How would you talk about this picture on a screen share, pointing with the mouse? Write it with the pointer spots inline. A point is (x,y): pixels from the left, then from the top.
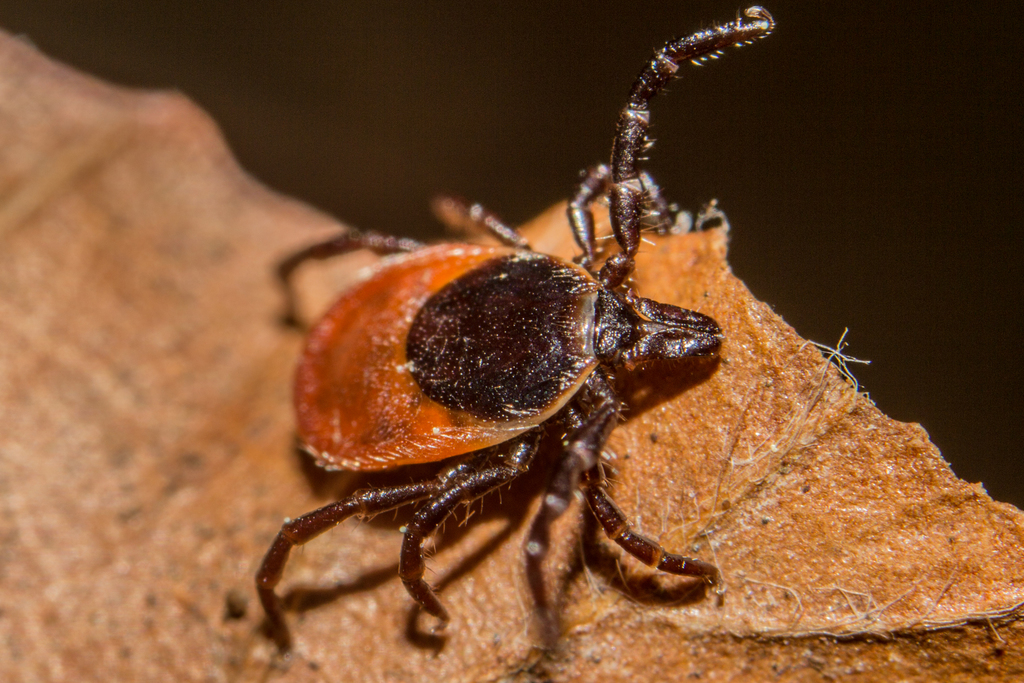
In this picture we can see an insect (393,296) on an object (370,579) and in the background (254,170) it is dark.
